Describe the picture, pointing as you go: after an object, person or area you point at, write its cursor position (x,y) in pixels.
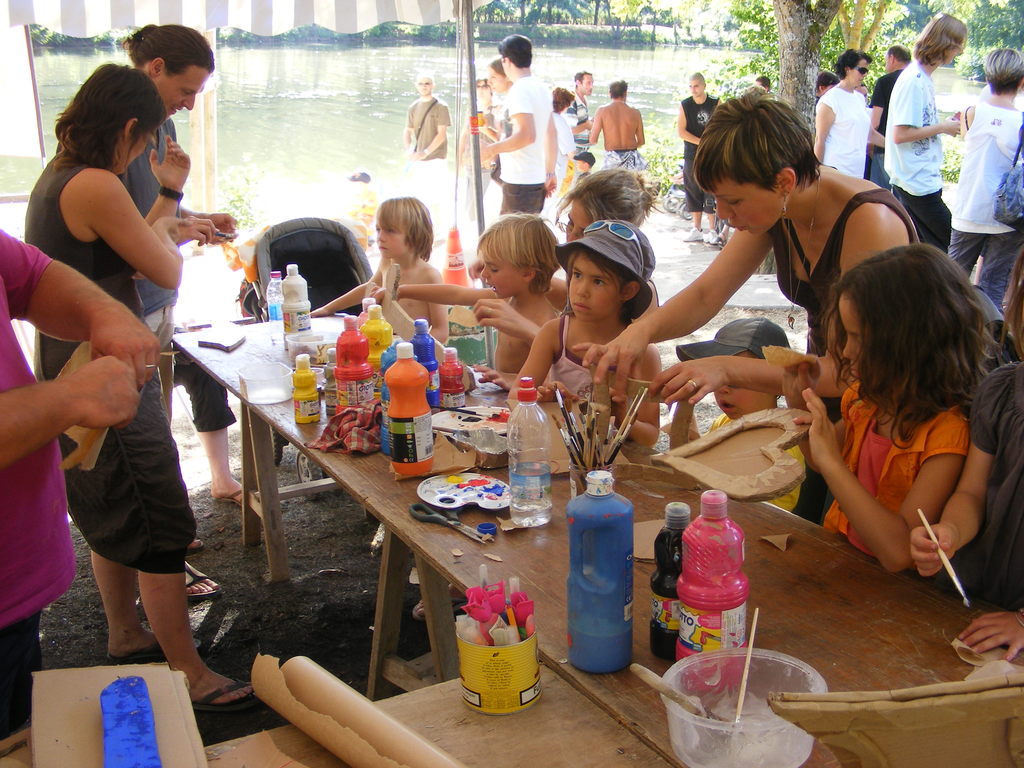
In this image there are group of persons (562,382) who are sitting and standing at the middle of the image (596,488) there are some bottles (459,372), paint brushes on top of the table (775,608) and at the background of the image (460,154) there is water (668,91), trees (795,11) and some persons (490,111) standing.
